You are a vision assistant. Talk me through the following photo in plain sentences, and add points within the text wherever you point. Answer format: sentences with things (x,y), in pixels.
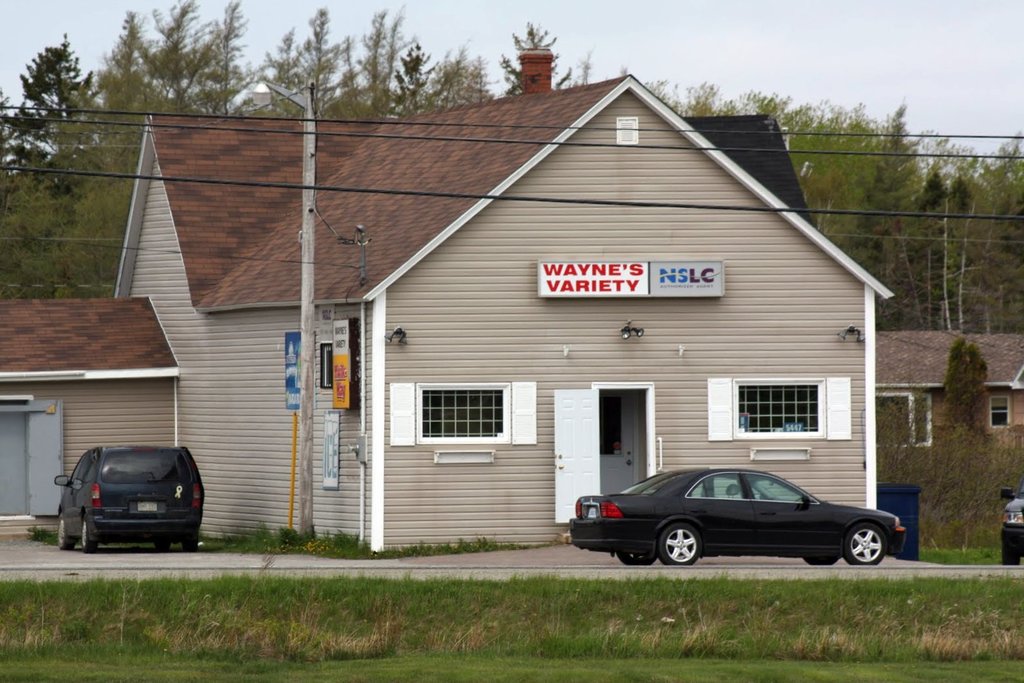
In this image, we can see cars (678,519) in front of the shelter house (495,361). There is a pole (307,329) in the middle of the image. In the background of the image (52,203), we can see some trees (42,189) and sky (857,60). There is a grass (493,622) on the ground (328,649).
